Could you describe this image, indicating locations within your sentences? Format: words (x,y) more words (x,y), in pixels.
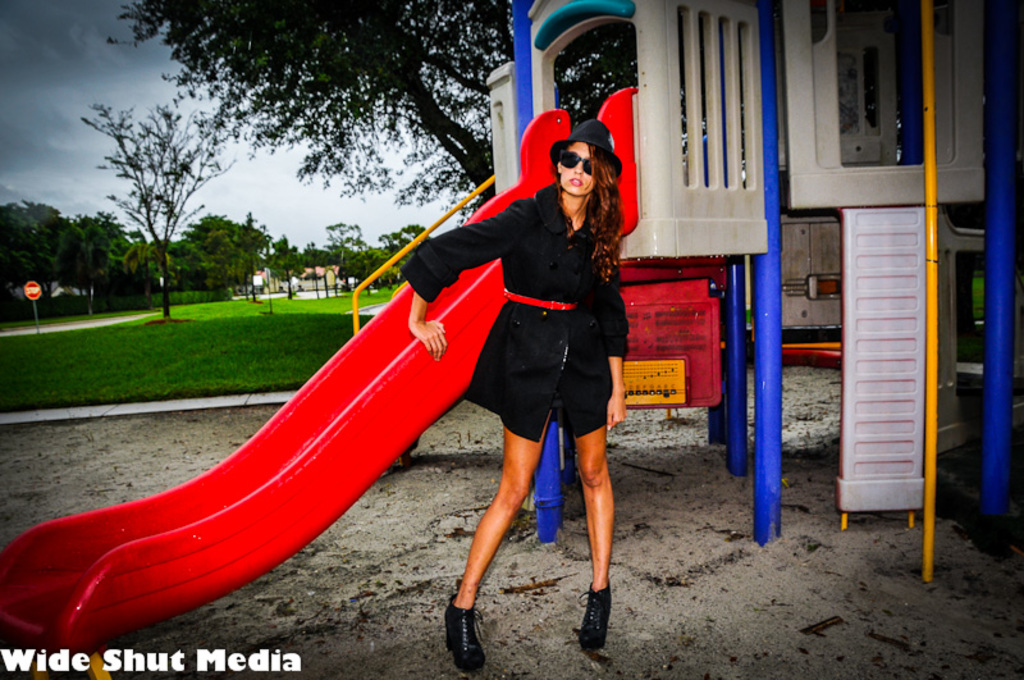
In this image in the front (522,377) there is a woman (543,370) standing. In the center (667,235) there is an object (418,404) which is red, blue and white in colour and there are rods (412,245) which are orange in colour. In the background (293,262) there are trees (256,251), there is grass (259,342) on the ground (238,347) and there are poles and the sky (87,8) is cloudy.
